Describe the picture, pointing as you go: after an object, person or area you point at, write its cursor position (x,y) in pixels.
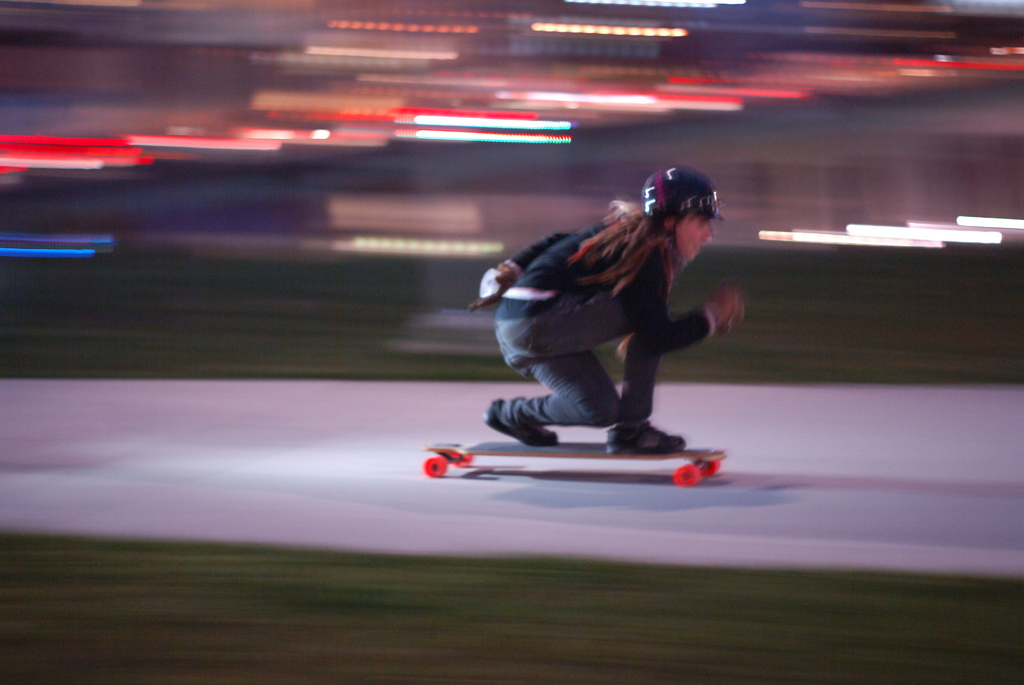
In this image we can see a person (664,347) wearing dress (550,279) and a helmet (674,197) is standing on a skateboard (522,443) placed on the ground (644,505).
